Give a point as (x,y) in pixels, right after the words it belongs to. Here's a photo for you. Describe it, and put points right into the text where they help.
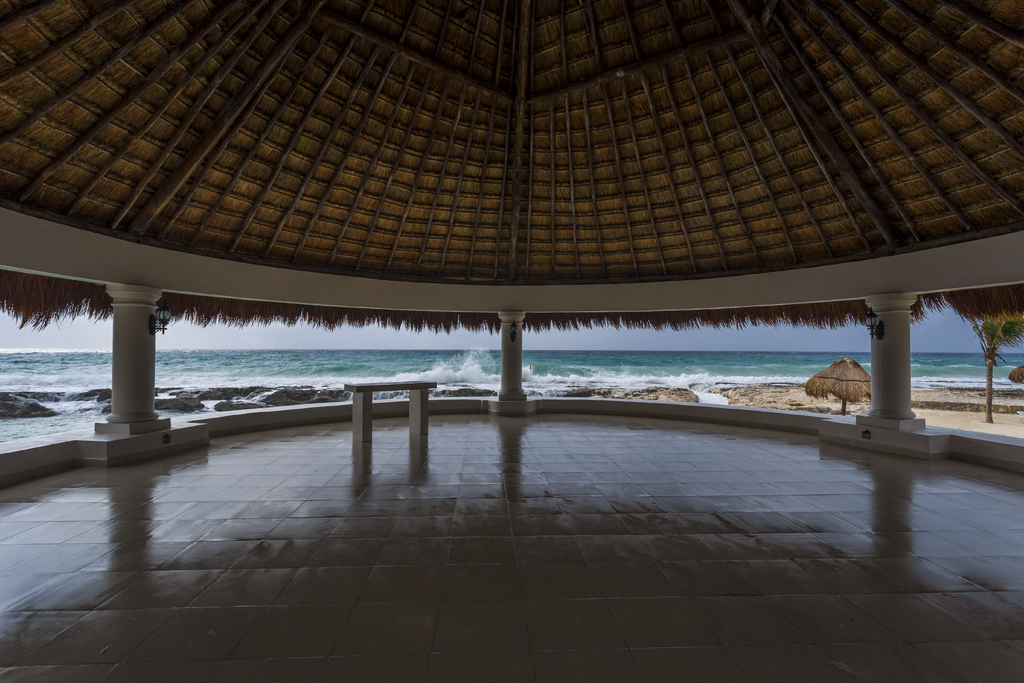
In this picture, we can see shed (544,199), pillars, floor (439,491), and some objects (420,428) on the floor (421,461), we can see ground (974,402), sheds (1019,371), tree (988,405), rocks (949,408), water (234,365), and the sky (390,340).
